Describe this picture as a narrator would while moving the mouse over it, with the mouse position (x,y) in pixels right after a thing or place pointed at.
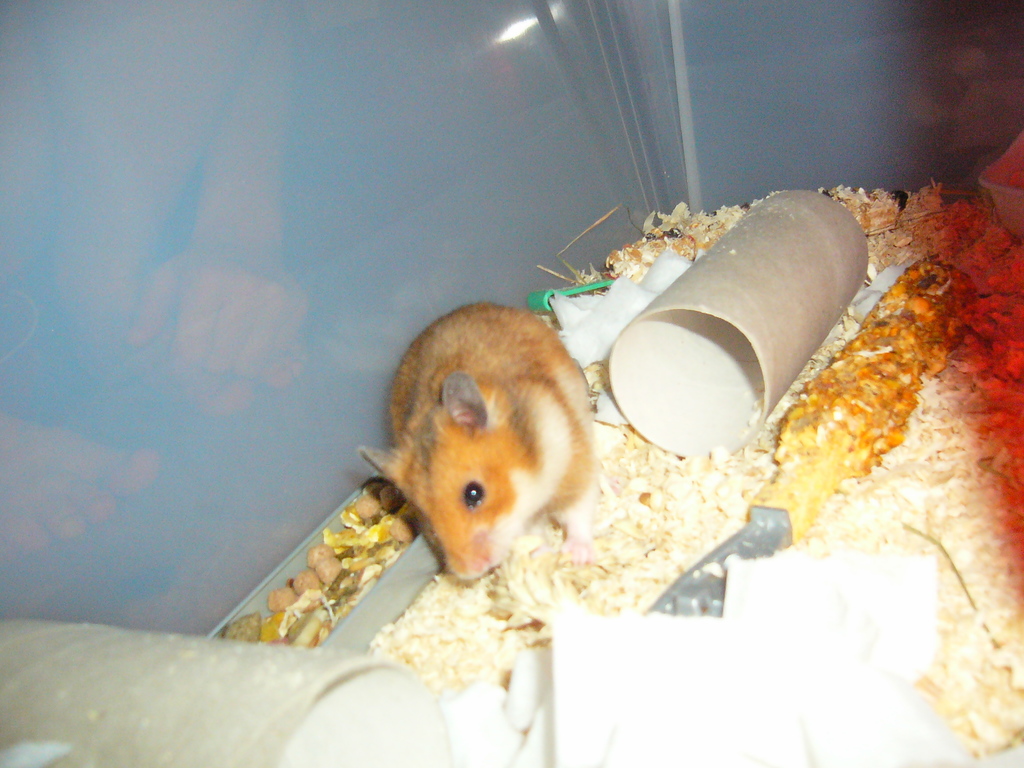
In this image in the center (509,504) there is a hamster (461,499) and in the background (815,459) there is food (799,466) of hamster (534,353) and there are objects (581,698) which are cream and white in colour.
